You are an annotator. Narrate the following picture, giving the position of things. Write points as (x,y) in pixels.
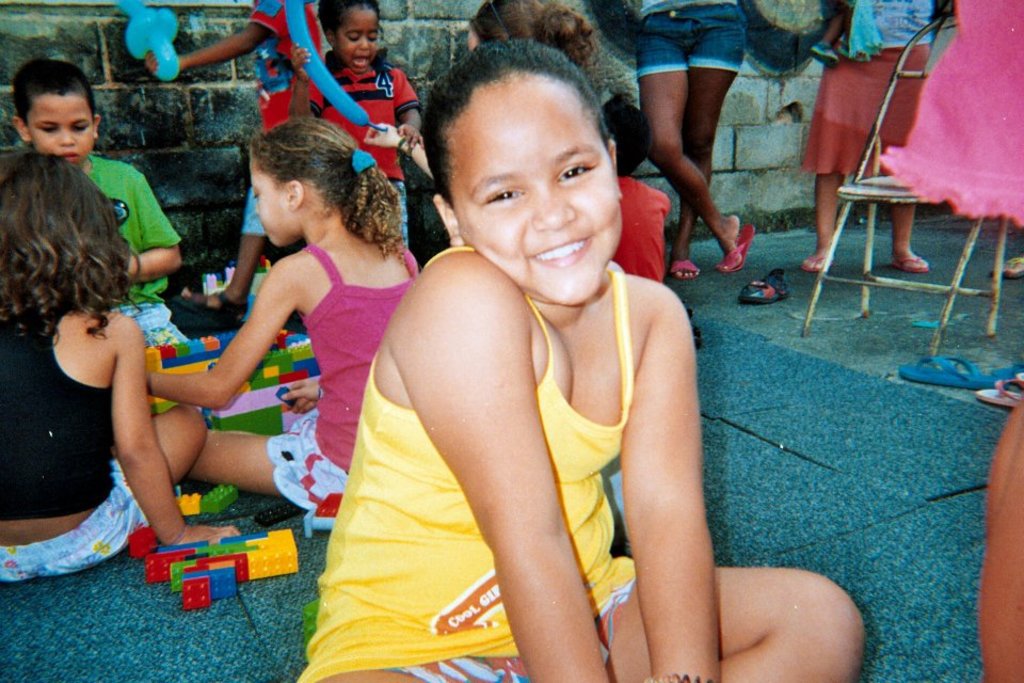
In this picture I can see there is a girl (396,526) sitting here and she is wearing a yellow shirt (432,515) and a trouser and there are few other kids (333,438) sitting in the backdrop (187,379) and they have few toys (204,351) in their hand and there is a wall (199,13) in the backdrop (187,56) and the kids (267,91) standing here have balloons (314,68) in their hands (306,49) and there are two women (728,65) standing here, they are wearing a trouser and a skirt (877,107) and there is a chair (997,288), slippers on the floor (122,678).
